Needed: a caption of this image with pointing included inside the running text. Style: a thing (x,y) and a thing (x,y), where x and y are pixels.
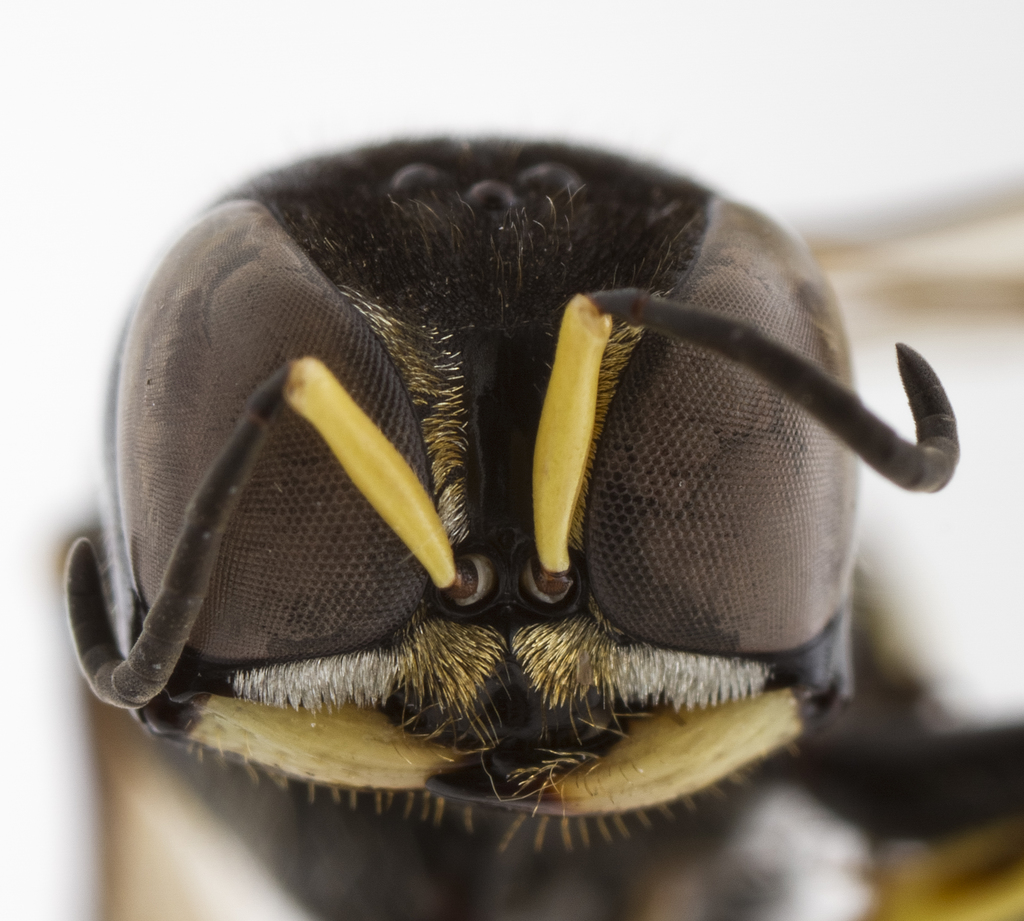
In this picture I can see there is a insect (486,708) and there is a white backdrop (10,813).
